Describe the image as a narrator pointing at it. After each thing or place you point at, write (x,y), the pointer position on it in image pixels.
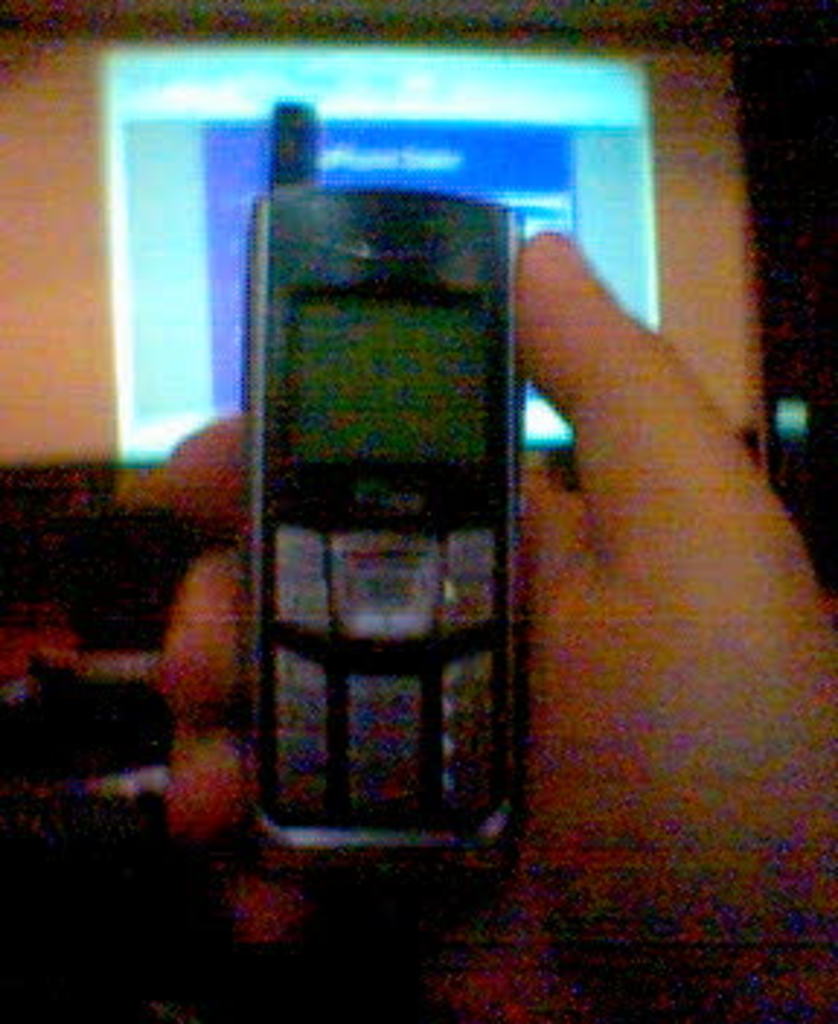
In this image I can see a person (719,664) holding the mobile (324,618) and in the background (131,176) there is a screen (353,163) or there is a monitor (207,68).
